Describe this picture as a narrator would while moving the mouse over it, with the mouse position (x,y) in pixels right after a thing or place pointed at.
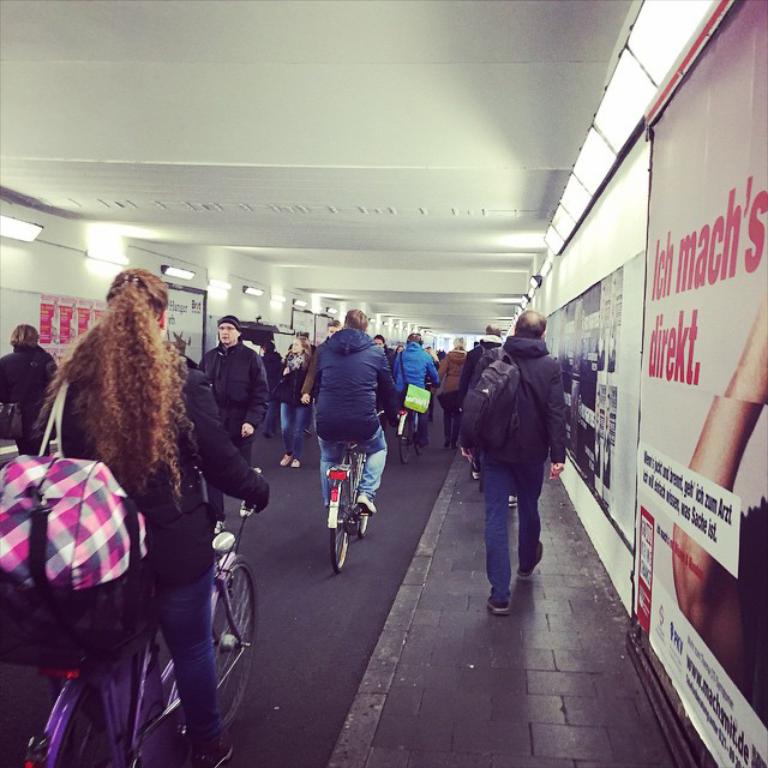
As we can see in the image there are banners (735,346), few people (297,357) here and there and there are bicycles (71,675).
